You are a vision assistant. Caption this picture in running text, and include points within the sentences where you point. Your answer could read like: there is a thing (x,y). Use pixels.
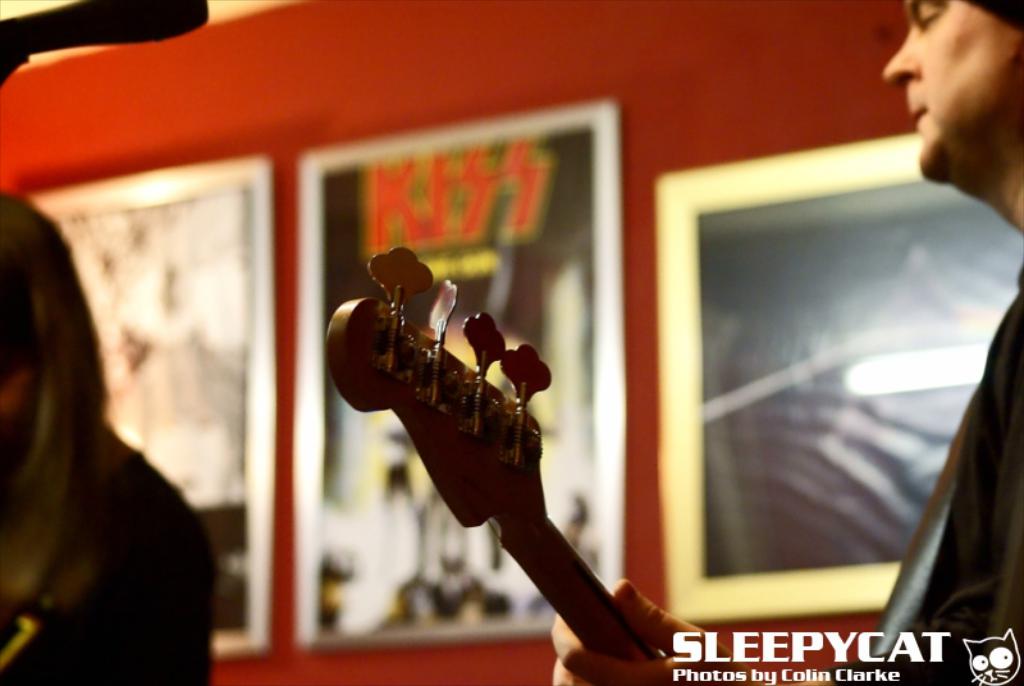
There are two men (100,480) and on the right (1002,122) a person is playing guitar (442,411). Behind him there are frames (368,254) on the wall (782,46).
